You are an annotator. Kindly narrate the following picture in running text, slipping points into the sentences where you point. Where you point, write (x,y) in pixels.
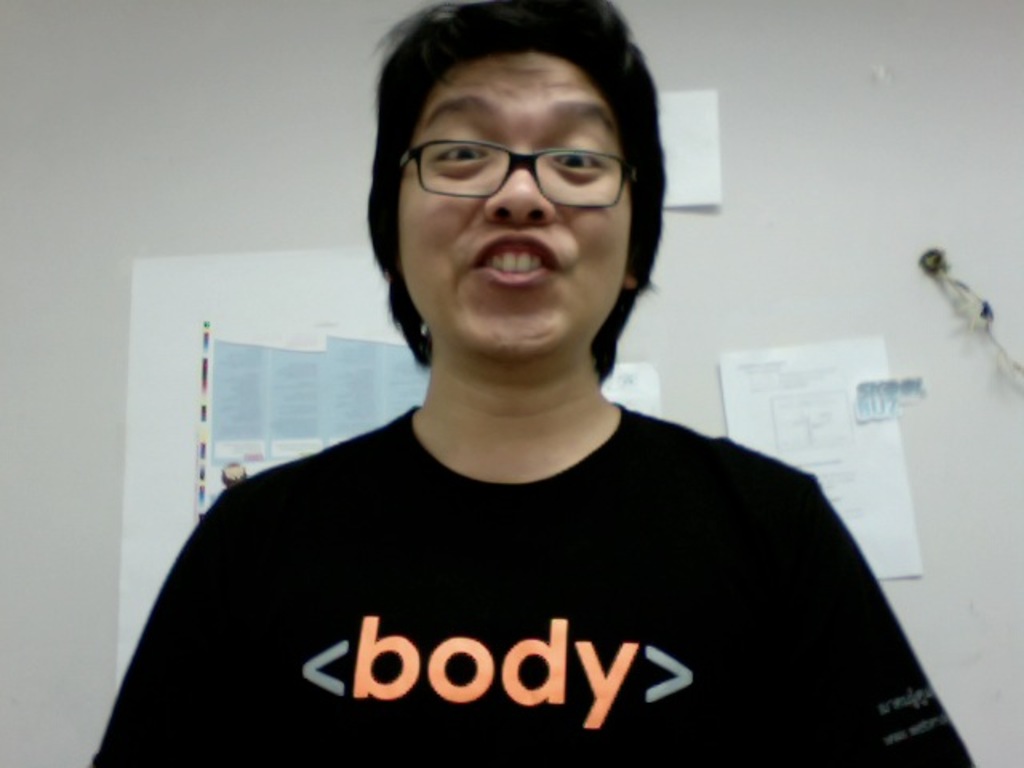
In the middle of this image (682,500), there is a person (592,35) in a black color t-shirt (595,601), wearing a spectacle (402,161) and smiling. In the background (205,415), there are posters (220,374) attached to a white wall (120,271).
